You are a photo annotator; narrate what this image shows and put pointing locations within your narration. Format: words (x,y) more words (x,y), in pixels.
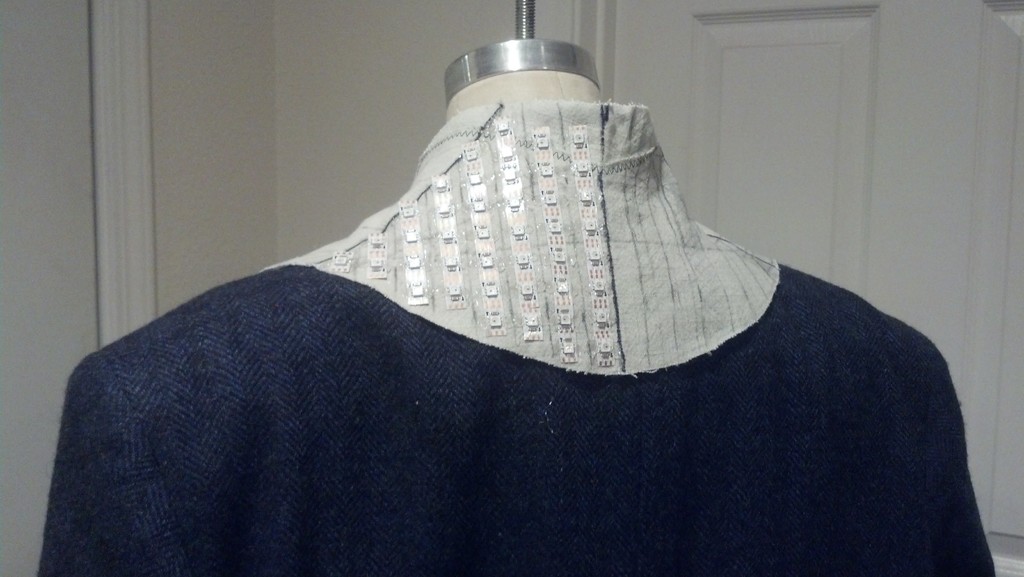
In this image there is a dress (522,178) to a mannequin (522,178), there is a door (833,111) and the wall (394,182).
